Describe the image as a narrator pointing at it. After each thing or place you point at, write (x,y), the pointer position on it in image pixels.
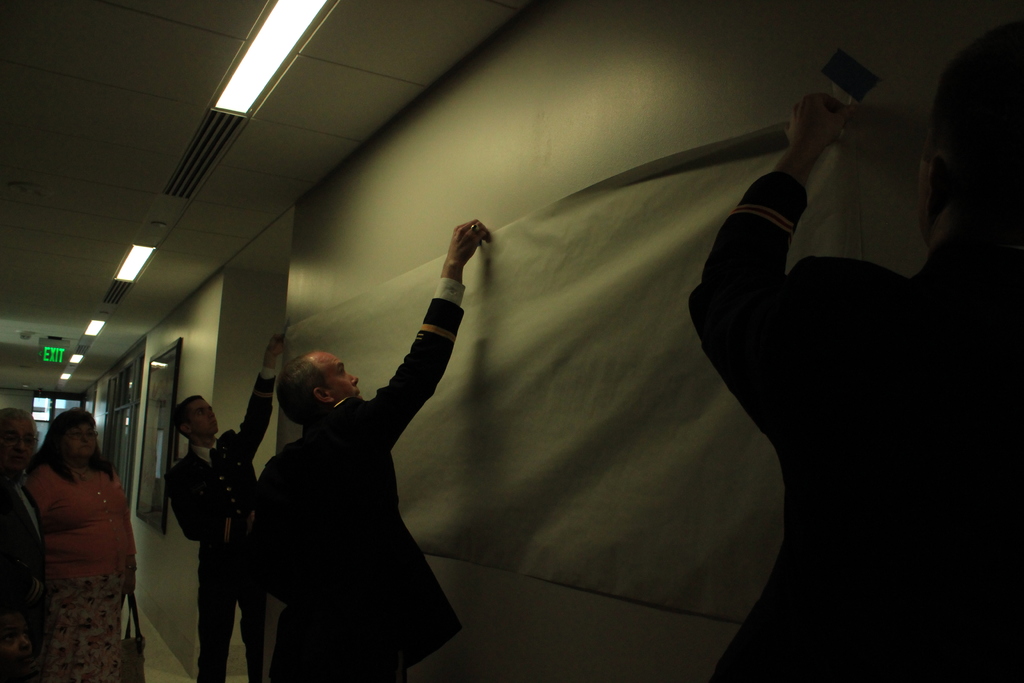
This image is clicked inside a room (164,257). There are a few people (246,475) standing. To the right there is a wall (249,318). There is a banner (369,349) on the wall (329,299). Three people (234,511) are holding the banner (340,310). There are lights (261,78) to the ceiling (222,22). There is a board (57,346) with text (50,352) hanging to the ceiling (54,330). In the background (63,405) there are glass windows (55,402).
